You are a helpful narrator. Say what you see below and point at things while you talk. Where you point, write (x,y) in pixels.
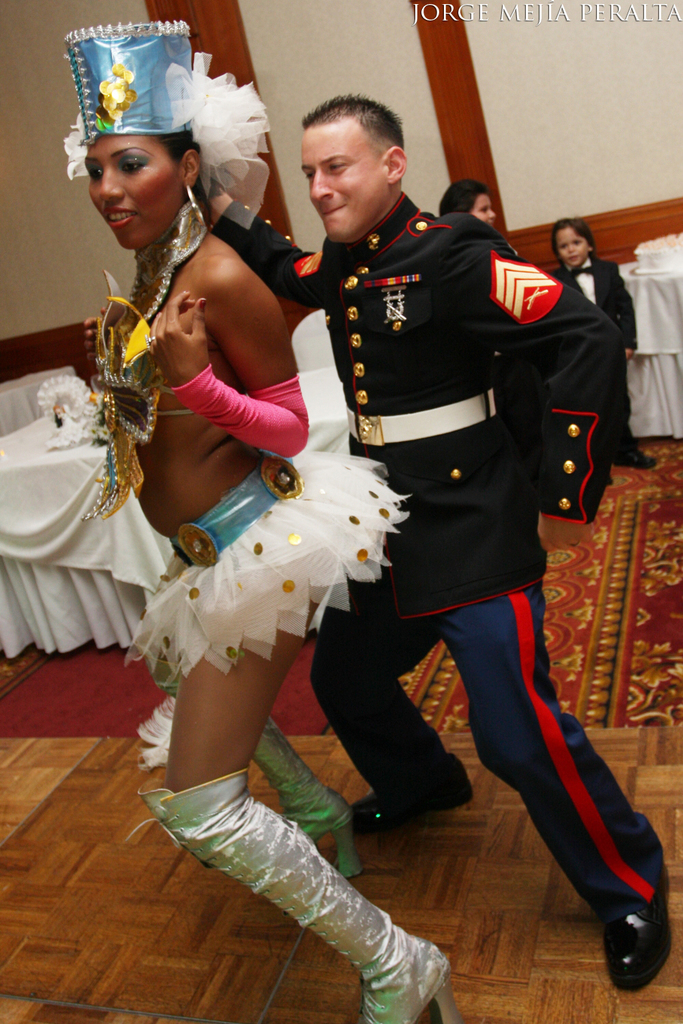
In the center of the image (350,372) there is a man (384,341) and woman (315,580) dancing on the floor (229,945). In the background (63,650) we can see tables (37,568), persons (489,211) and wall (455,121).
